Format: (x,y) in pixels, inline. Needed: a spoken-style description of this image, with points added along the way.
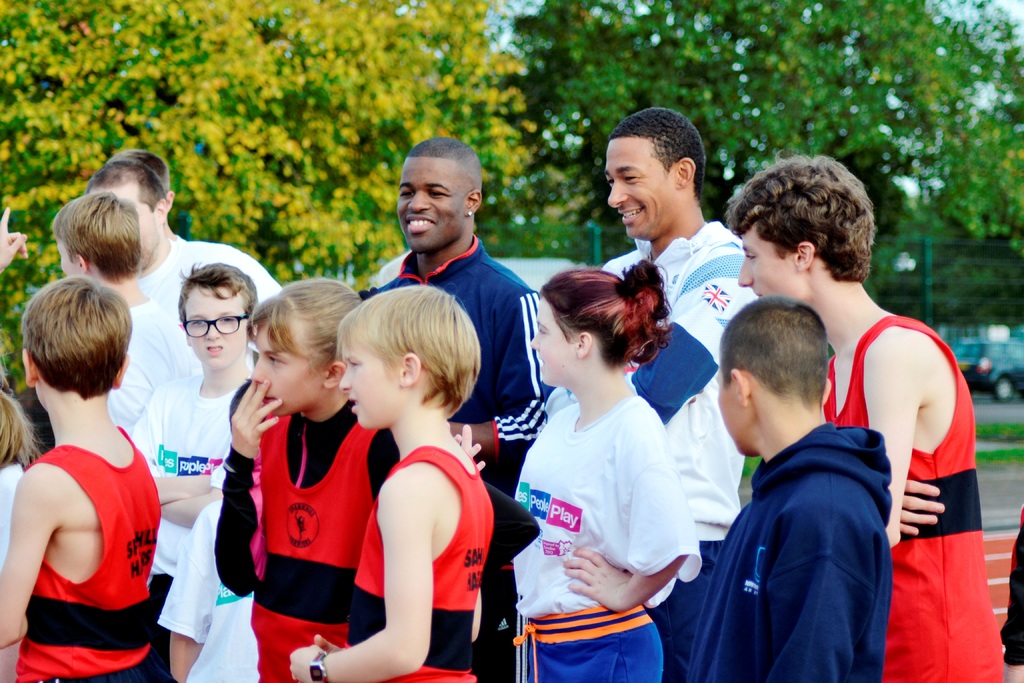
Here in this picture we can see a group of children (357,390) and men (502,379) standing on the ground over there and we can see some of them are laughing and behind them we can see cars (1001,356) present on the road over there and we can see trees (271,211) present all over there.
